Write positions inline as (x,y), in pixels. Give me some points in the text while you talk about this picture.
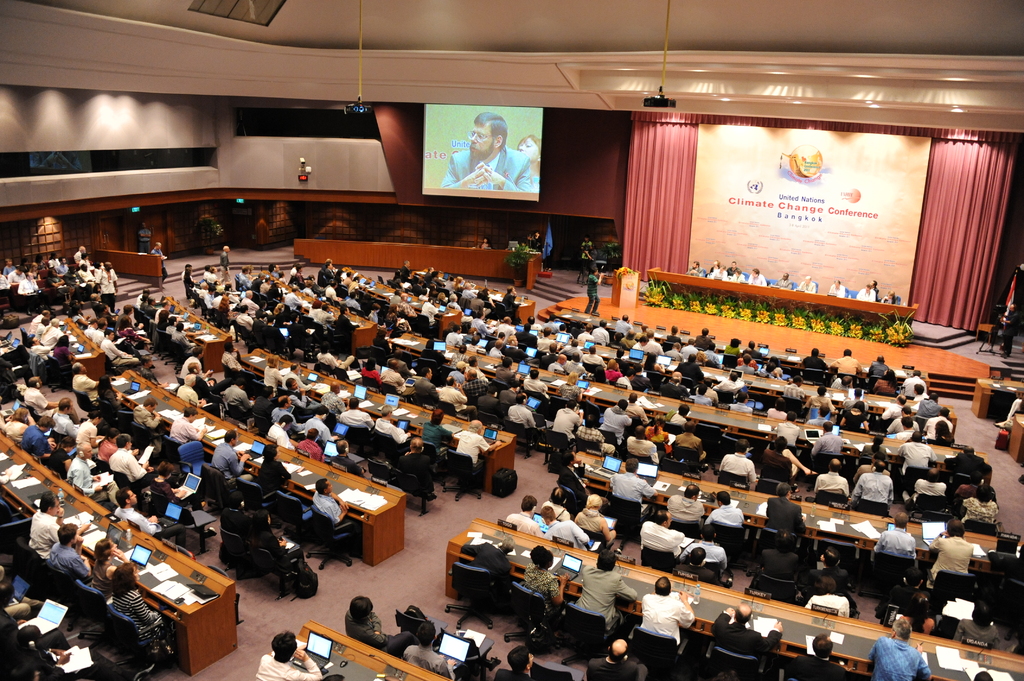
In this picture I can see the inside view of the auditorium (305,327). At the bottom (881,463) I can see many peoples (263,667) were sitting on the chair (365,454) near to the table (181,580). On the table (86,542) I can see the papers (177,594), mouse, laptops (137,549), bags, water bottles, water glass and other objects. On the right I can see some group of peoples (735,266) were sitting on the stage (820,315). Beside them there is a cameraman (588,279) who is standing near to the speech desk (633,282). Behind them I can see the banner (767,206) and red cloth (928,243). In the top (506,149) there is a projector screen (498,141). In which I can see the person (487,157) who is sitting near to the table (497,190). On the top right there is a projector machine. On the left (22,285) I can see some people (80,261) were sitting near to the exit door (104,248). on the right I can see the flag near to the stairs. In the top left corner (106,92) I can see the light beams (118,120).
